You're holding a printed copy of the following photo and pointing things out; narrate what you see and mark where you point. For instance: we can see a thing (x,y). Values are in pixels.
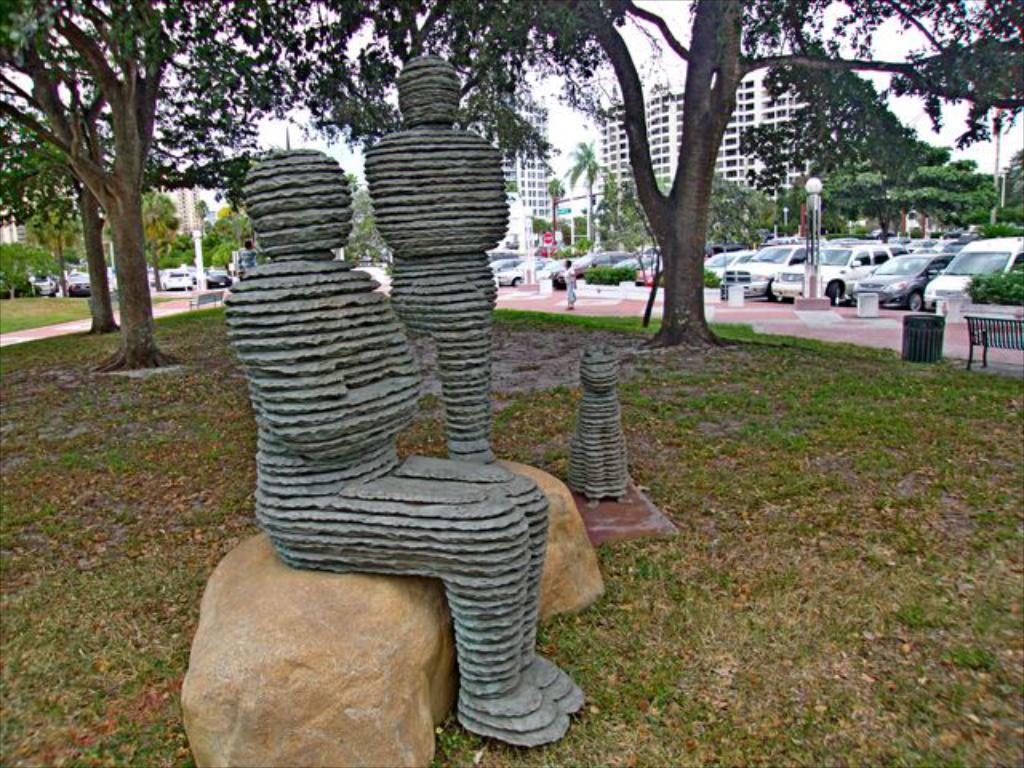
In this picture we can see there are statues (398,392) and rocks (335,671). On the right side of the statues (596,462) there is a bench (972,335), grass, a dustbin (939,331), plants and some vehicles (896,290) are parked on the road (595,304). Behind the statues (446,308) there are trees (695,225) and other bench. Behind the vehicles (223,284) there are buildings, poles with sign boards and the sky (559,122).
